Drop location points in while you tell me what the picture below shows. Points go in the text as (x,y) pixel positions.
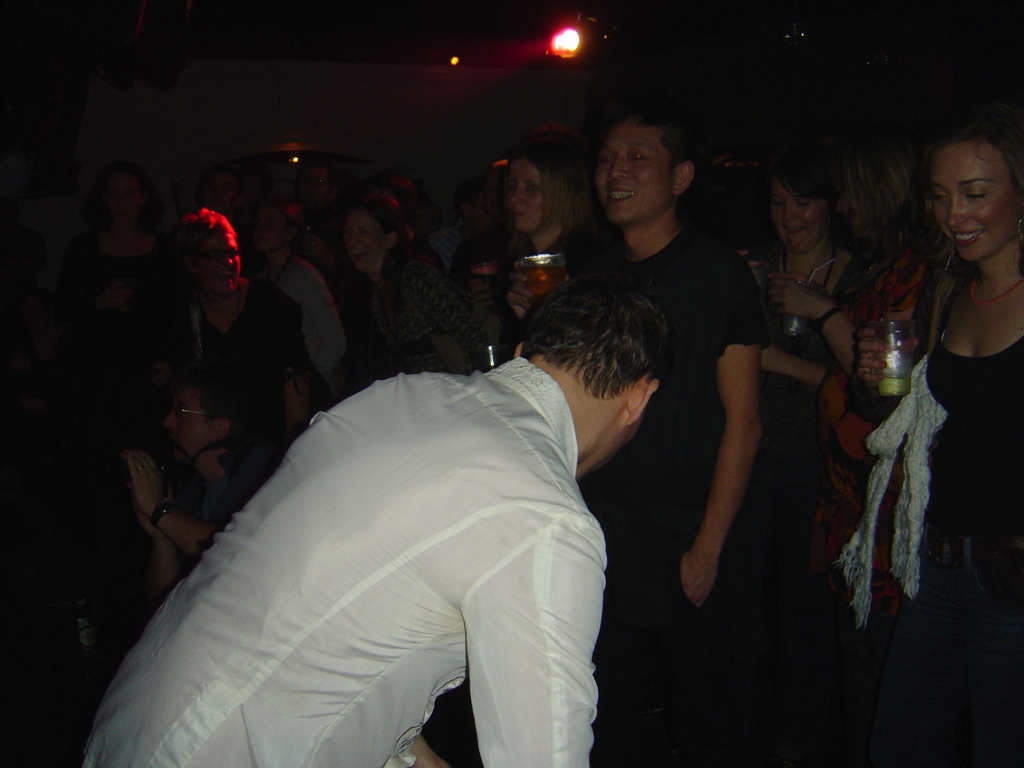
In the foreground (281,640) we can see a man (435,498). He is wearing a shirt (553,544). In the background (268,359), we can see a group of people (568,153) and they are laughing. Here we can see a few people (861,165) holding a glass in their hands (800,271). Here we can see the lighting arrangement (606,37) at the top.
